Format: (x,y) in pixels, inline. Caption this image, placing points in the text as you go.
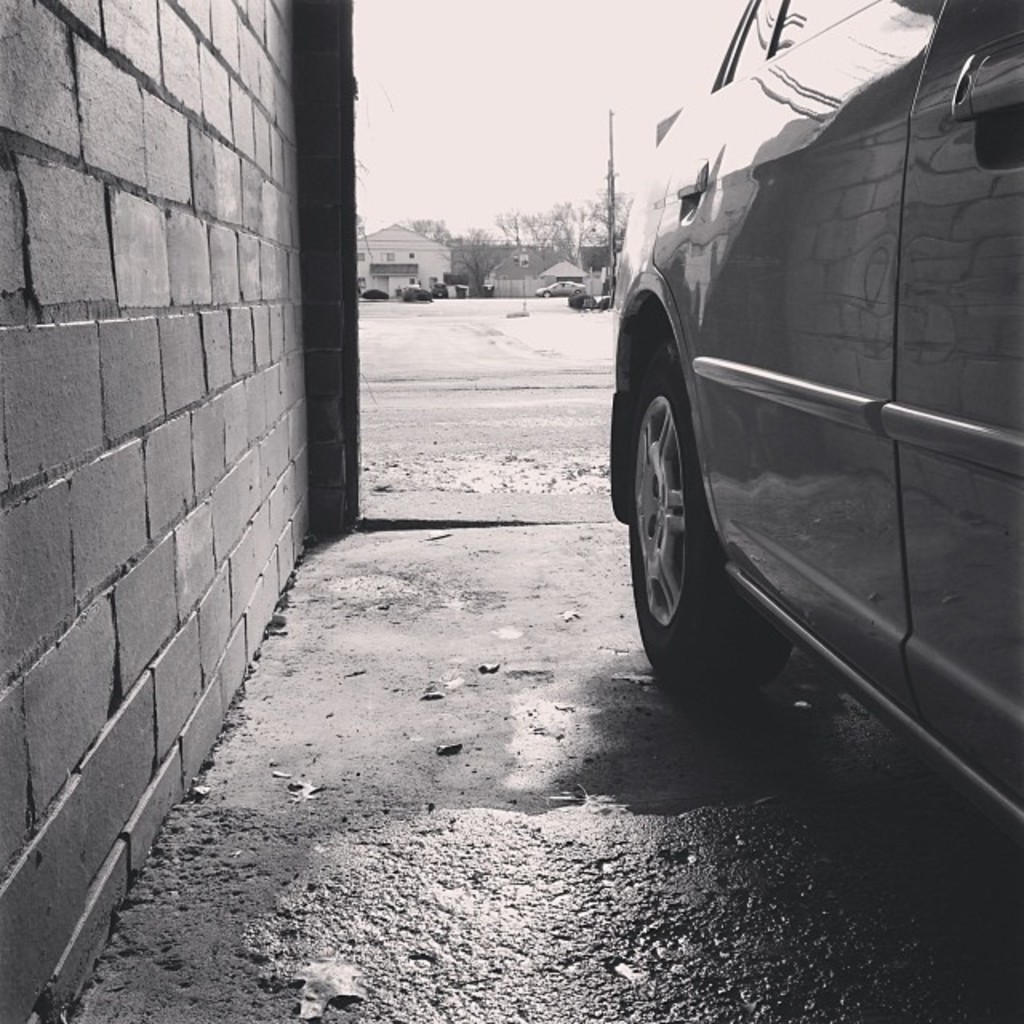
This is a black and white picture, in this image we can see the vehicles (790,485), there are some houses (491,276), trees (474,293), walls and poles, in the background (518,83), we can see the sky (517,111).
